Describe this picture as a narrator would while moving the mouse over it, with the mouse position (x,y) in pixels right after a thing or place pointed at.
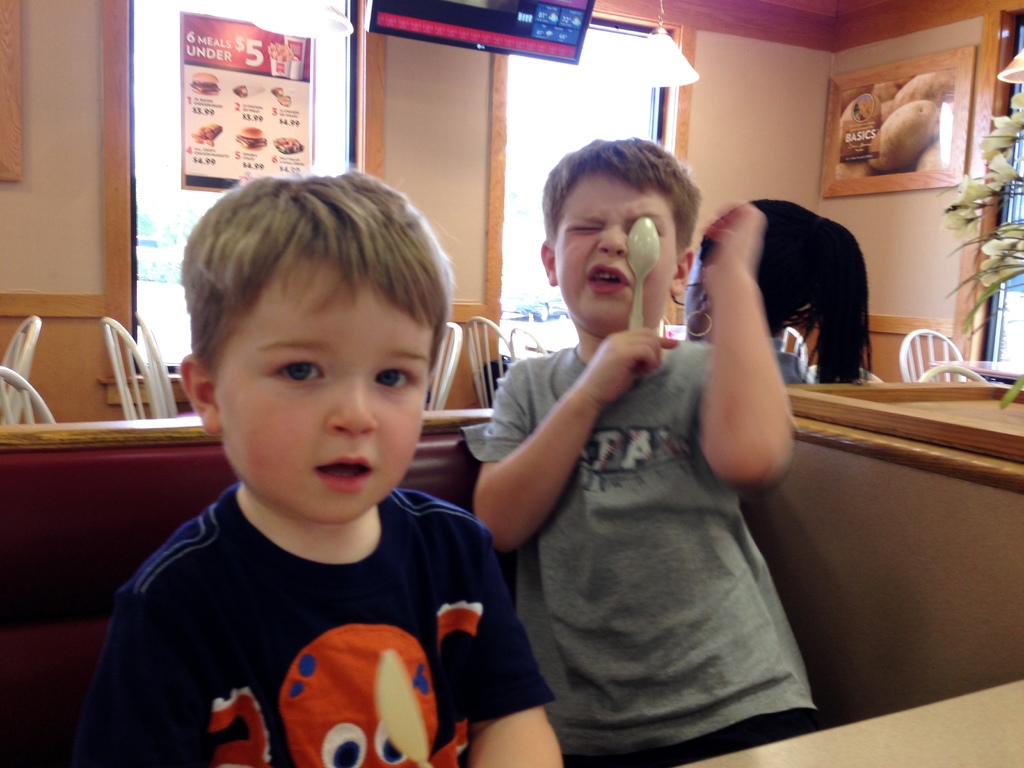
In this image, we can see kids (243,388) and one of them is holding a spoon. In the background (973,195), there are chairs (949,372), a houseplant (995,178) and there are boards (250,37) on the wall (53,111) and we can see a lady (835,305) and there are lamps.
